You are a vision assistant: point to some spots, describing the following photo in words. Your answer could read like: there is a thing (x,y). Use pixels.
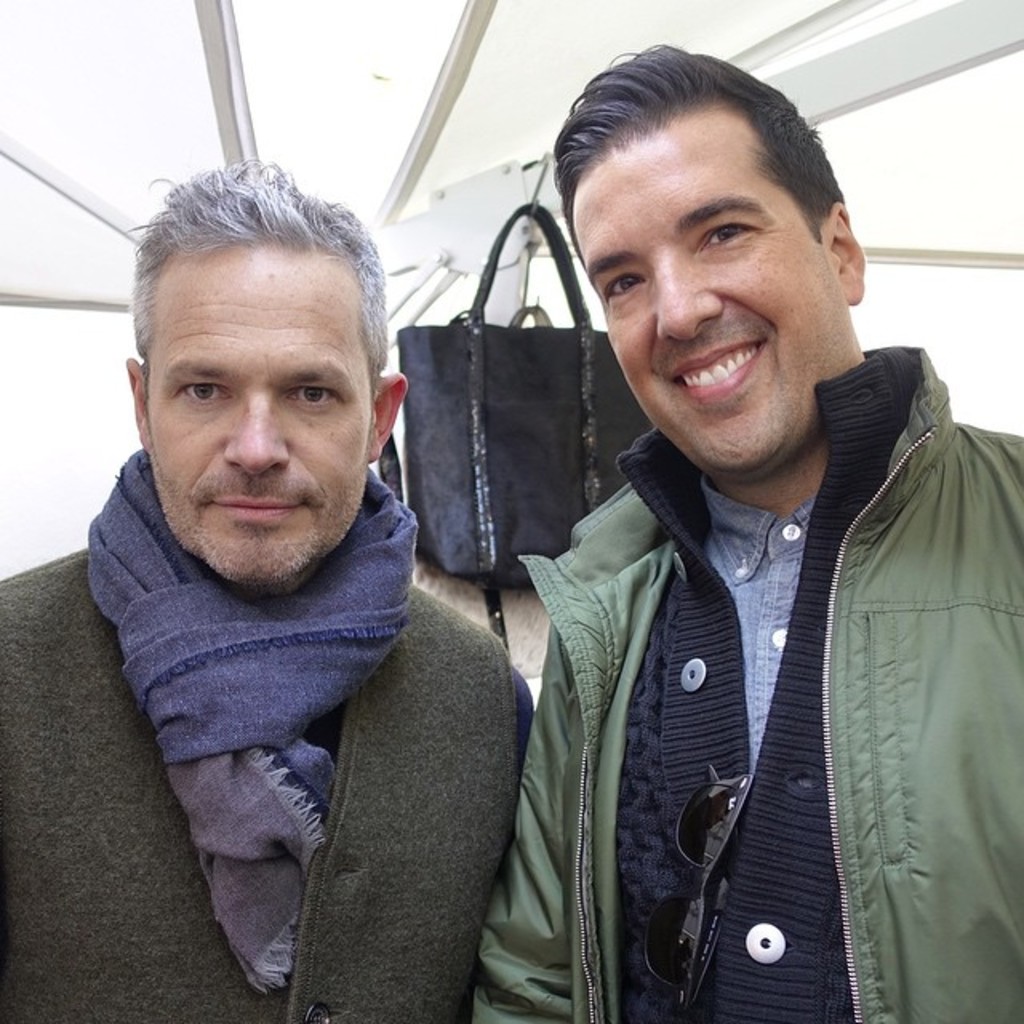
In this picture we can see two men (755,579) are standing and one is smiling. There is a bag (522,472) hung to a rod (533,199).
